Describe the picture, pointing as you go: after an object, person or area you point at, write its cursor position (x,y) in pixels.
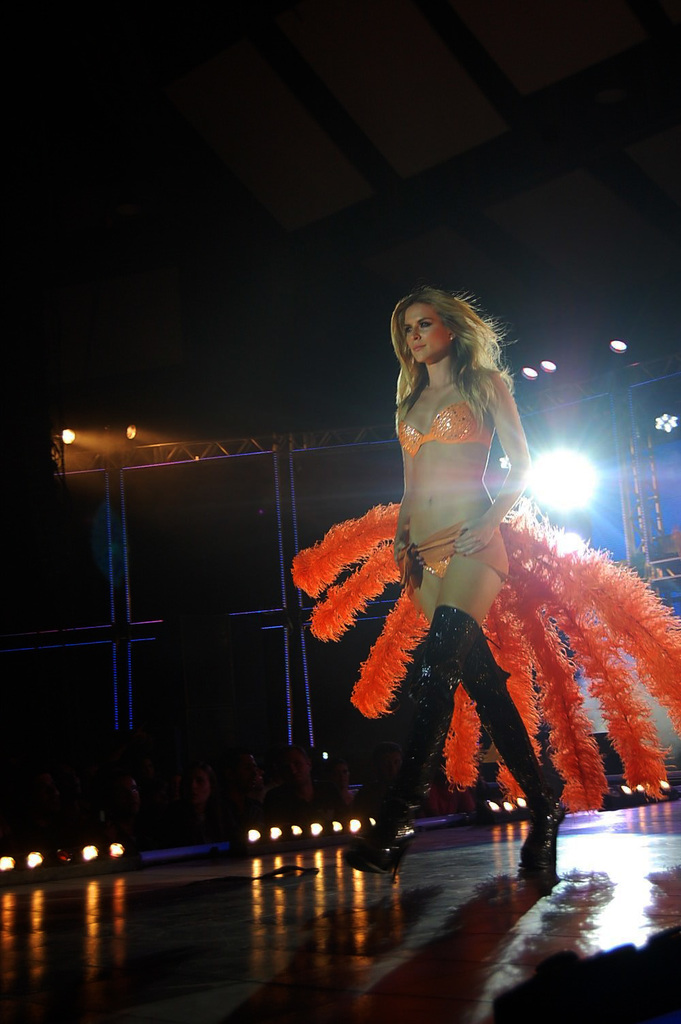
In the picture I can see a woman (450,696) is walking on the floor (396,880). In the background (300,703) I can see stage lights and some other objects (291,698). The background of the image (343,745) is dark.
